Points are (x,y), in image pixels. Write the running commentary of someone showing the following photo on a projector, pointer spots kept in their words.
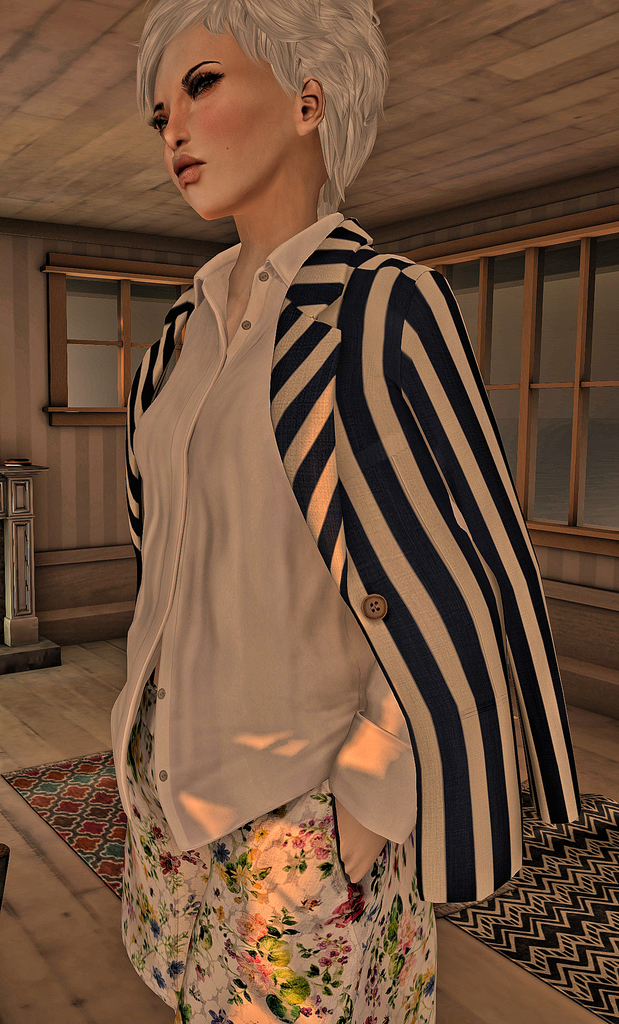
In this image I can see a depiction picture where in the front (199,416) I can see a woman (437,505) is standing. In the background (107,392) I can see windows (148,322) and on the floor (452,987) I can see rugs (581,969).
